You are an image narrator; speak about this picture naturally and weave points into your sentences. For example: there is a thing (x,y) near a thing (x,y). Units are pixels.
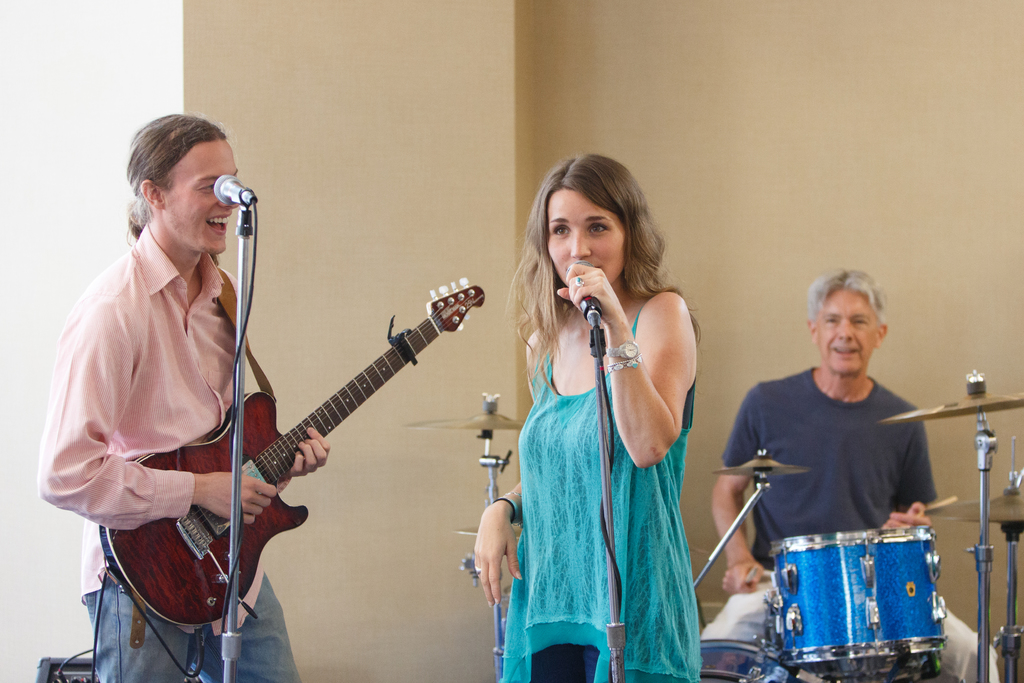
This man (198,391) is playing guitar (214,563) and smiling. This woman (605,269) wore blue dress (628,487) and singing in-front of mic (591,315). Far this person (792,424) is sitting and holding sticks (952,495). In-front of this person (860,428) there are musical instruments (864,546). This is mic (227,186) with holder (243,224). Wall (356,161) is in cream color.
